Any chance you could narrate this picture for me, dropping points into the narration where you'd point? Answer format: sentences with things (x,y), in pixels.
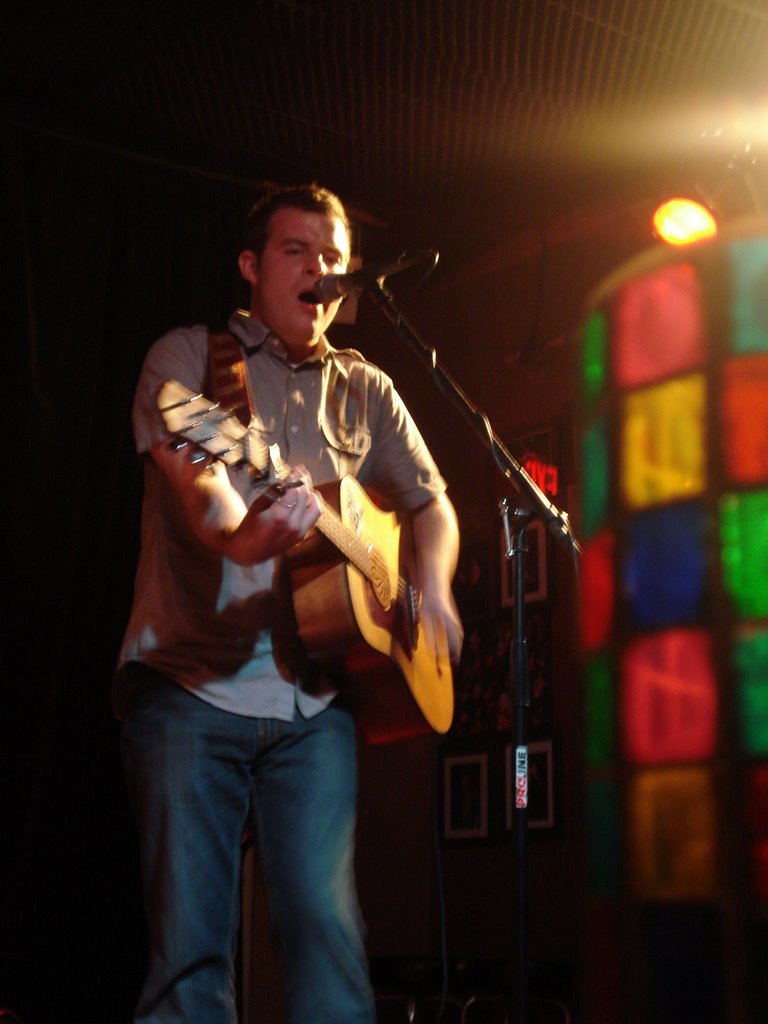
In this image there is a man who is playing the guitar (334,561) and singing through the mic (337,291) which is in front of him. At the top (697,211) there is light (686,221).
